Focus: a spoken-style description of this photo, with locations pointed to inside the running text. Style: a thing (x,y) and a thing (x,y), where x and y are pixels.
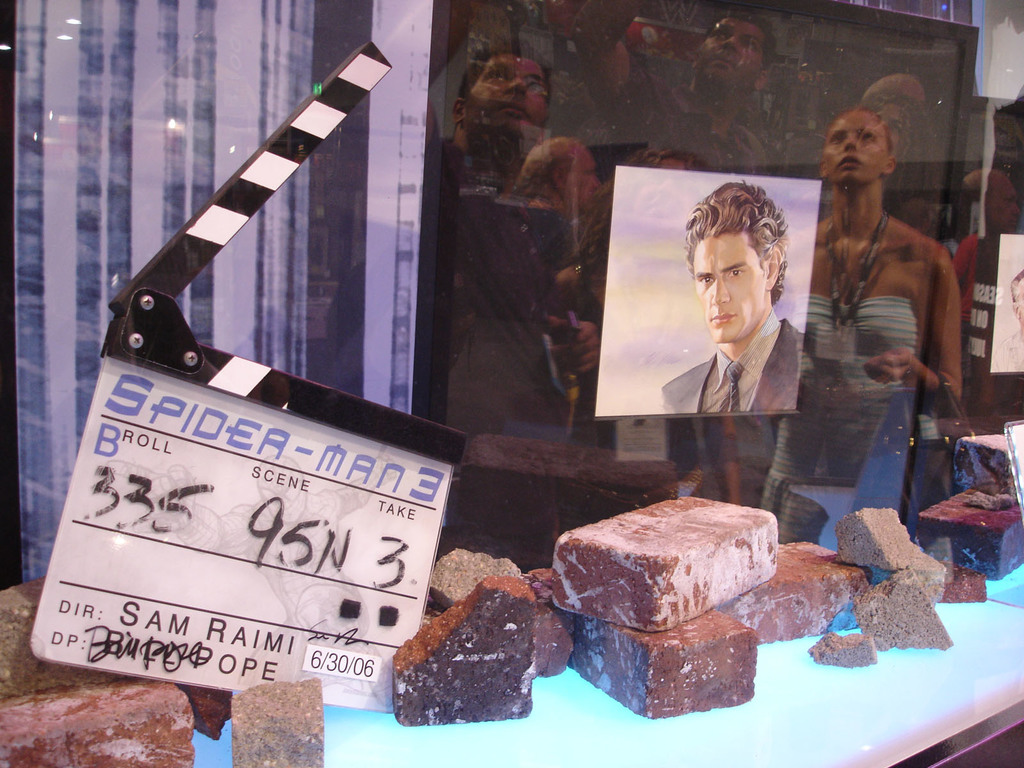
In this image I can see the glass box (839,513) and in the box (688,481) I can see few bricks (699,630) which are black, white and brown in color, few stones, a photograph (779,322) of a person (743,265) and an object (271,432) which is white and black in color. On the glass (565,311) I can see the reflection (836,321) of few persons (824,295) standing.
